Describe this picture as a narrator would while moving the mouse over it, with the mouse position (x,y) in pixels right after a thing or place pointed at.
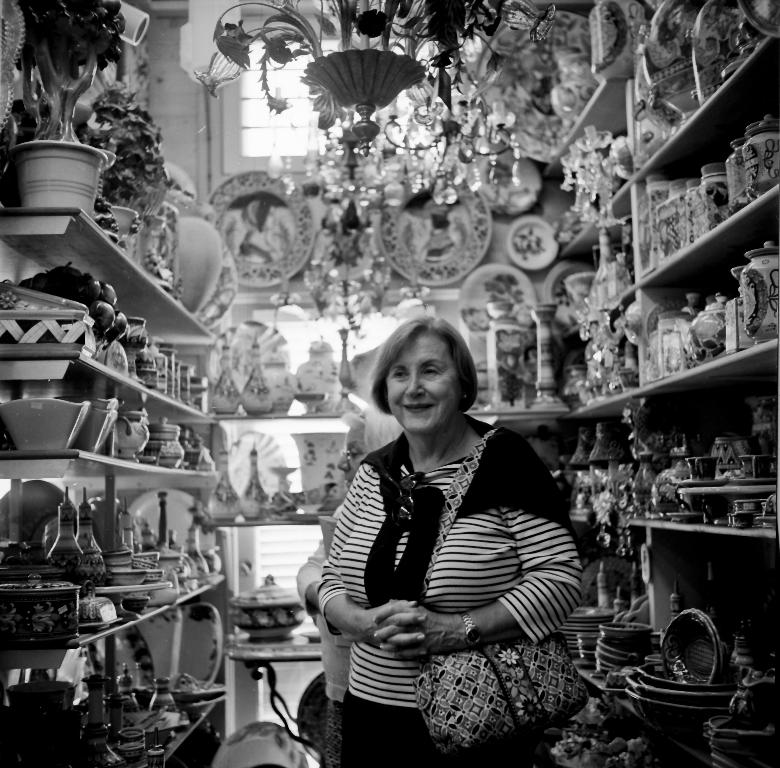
This image is clicked in a shop (297,329). In the front (527,535), there is a woman (510,465) wearing a bag (526,705). In the background (98,476), there are racks (697,587) in which there are many things (133,319) kept like bowls (709,666), plates (553,282) and jars (495,359). Most of the crockery (80,186) is made of ceramic (24,306).
